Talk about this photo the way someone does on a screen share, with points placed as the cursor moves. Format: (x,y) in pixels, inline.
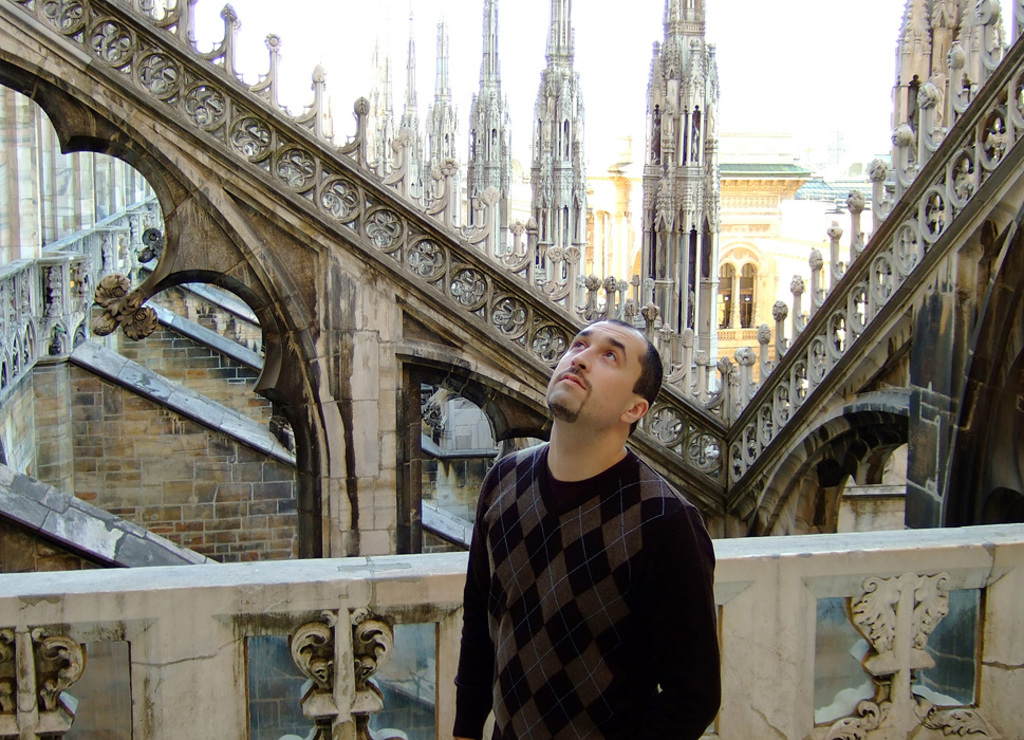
In the center of the image (597,436), we can see a person (574,544) standing and in the background (569,220), there are buildings (688,164) and we can see a railing (913,561).
